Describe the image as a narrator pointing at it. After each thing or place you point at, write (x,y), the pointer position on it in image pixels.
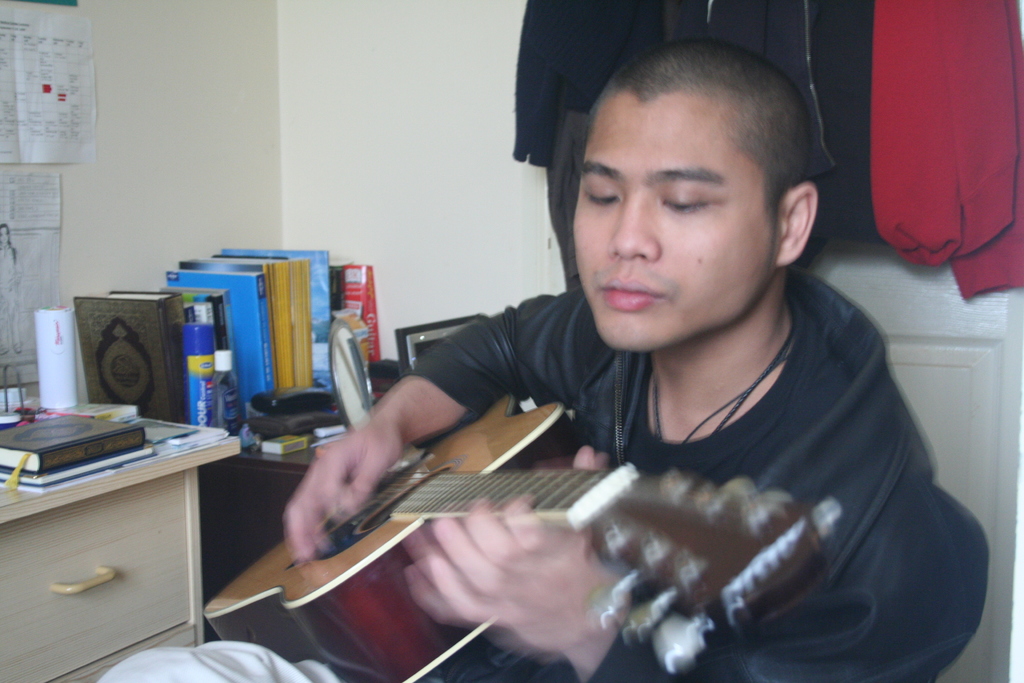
In this image a man (846,516) is playing guitar (424,477) wearing a black jacket (852,435). In front of him there is a table (23,507). On the table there are books (171,363), bottles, papers (143,420). On the wall (58,167) there are some papers (34,126) stick. Behind the man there are few clothes (709,27) hanged.
